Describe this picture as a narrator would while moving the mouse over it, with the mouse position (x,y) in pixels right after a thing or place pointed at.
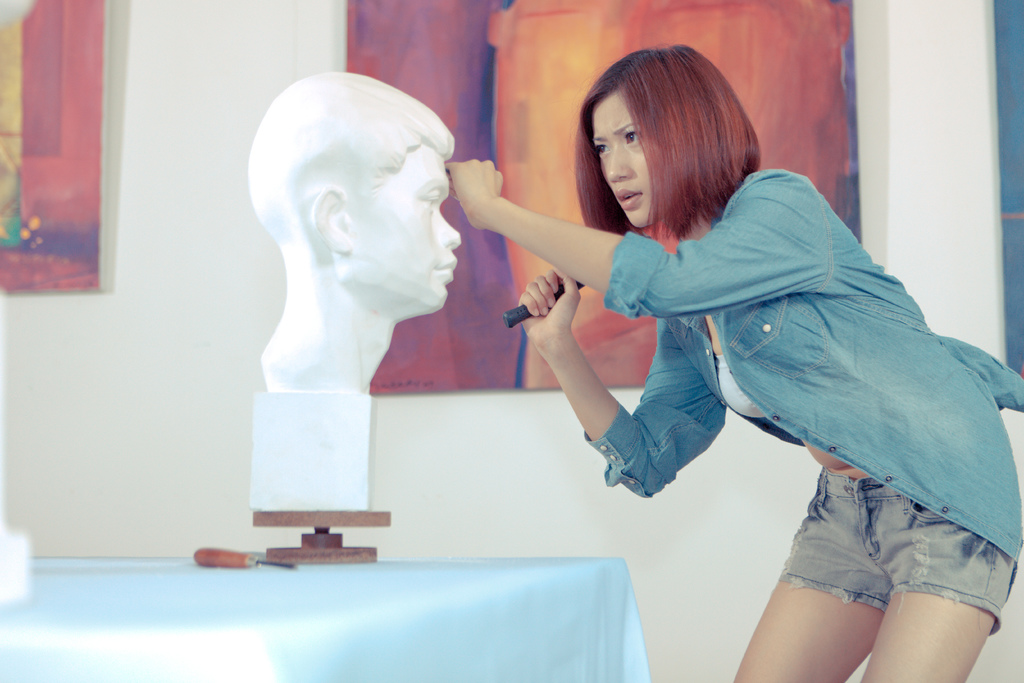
Here we can see a woman (916,500) trying to chisel a statue face (452,268) present in front of her on the table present and behind her we can see painting (369,55) present.
